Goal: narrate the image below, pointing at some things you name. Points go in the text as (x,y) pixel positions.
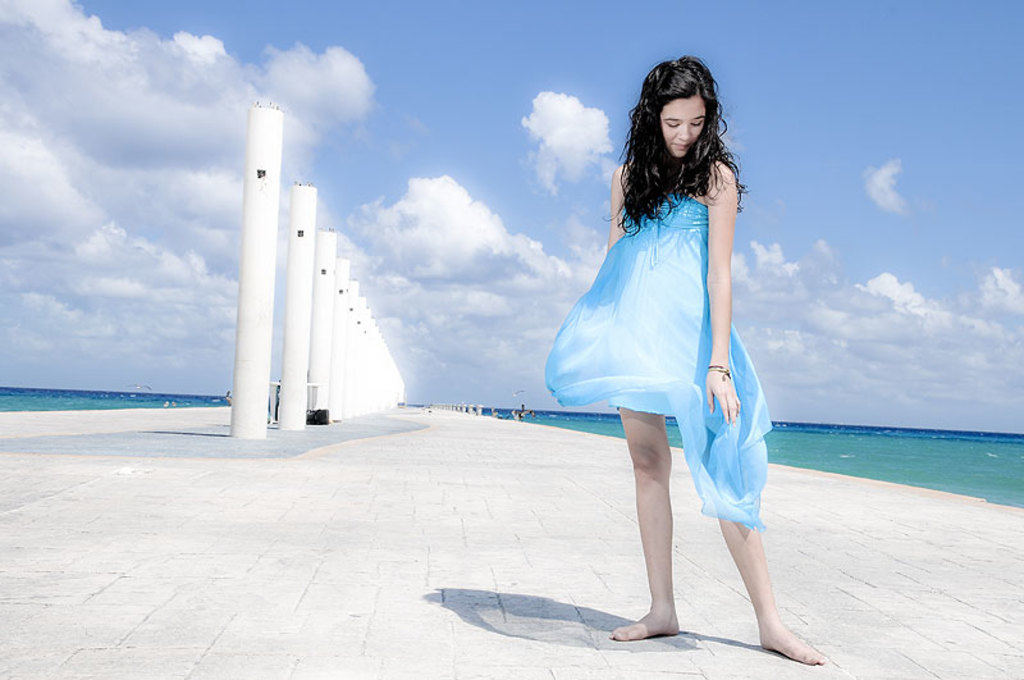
In this image we can see sky (488,144) with clouds (144,185), pillars (300,305), ocean (830,446), barriers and a woman (641,158) standing on the walkway bridge (541,516).
